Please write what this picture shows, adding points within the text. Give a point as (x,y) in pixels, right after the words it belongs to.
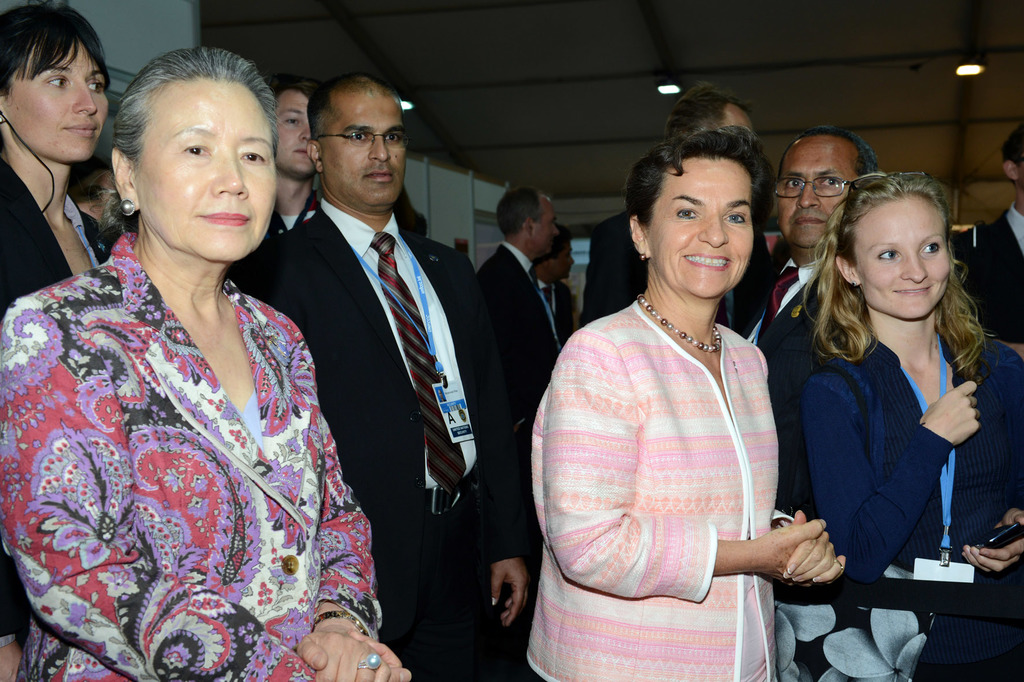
In this picture I can see number of people (316,159) and I see the woman (685,247) in the front (585,401) are smiling. On the top of this picture (408,48) I see the ceiling (560,63) on which there are lights (667,93). I can also see that few men (540,253) are wearing formal dress (515,425).
